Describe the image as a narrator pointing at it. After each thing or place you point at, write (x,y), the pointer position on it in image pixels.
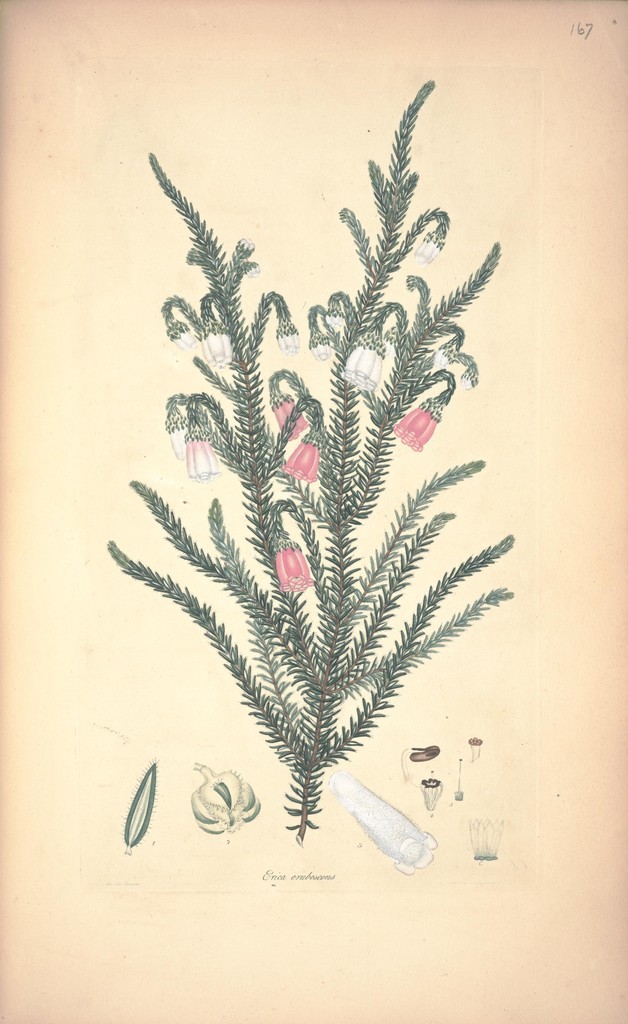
In this picture there is a plant poster (384,537) in the center of the image (313,552).
